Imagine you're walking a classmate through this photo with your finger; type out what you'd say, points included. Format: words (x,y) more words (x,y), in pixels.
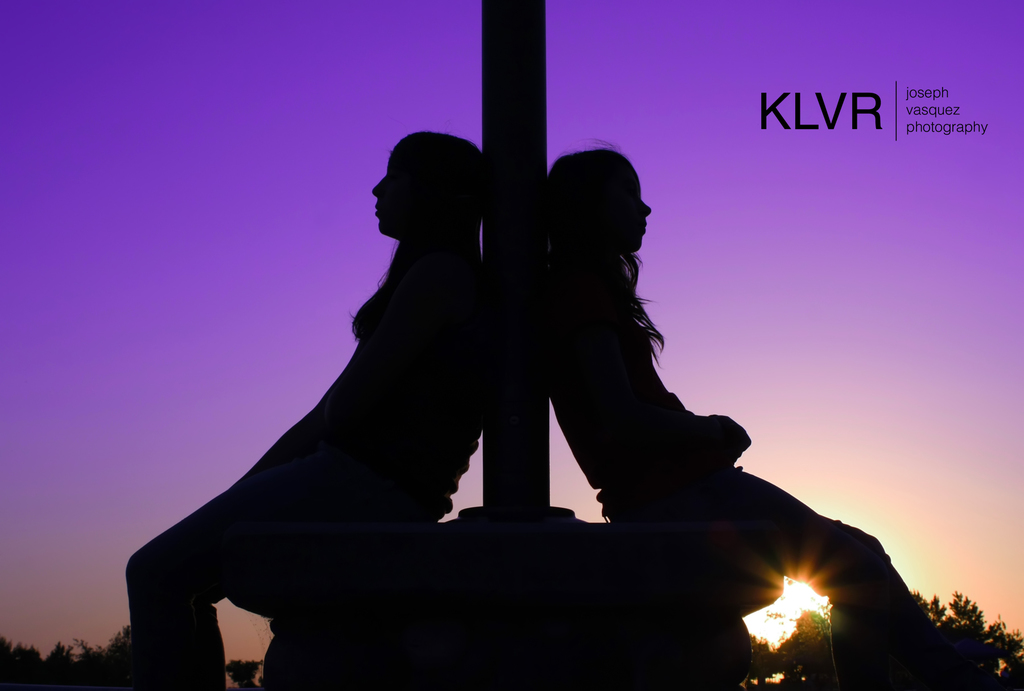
There is a pole (499,129). Near to the pole (523,443) there are two ladies (450,458) sitting. In the back (179,254) there are trees (812,637) and sky (908,279). In the top right corner (870,116) there is a watermark (873,113).
